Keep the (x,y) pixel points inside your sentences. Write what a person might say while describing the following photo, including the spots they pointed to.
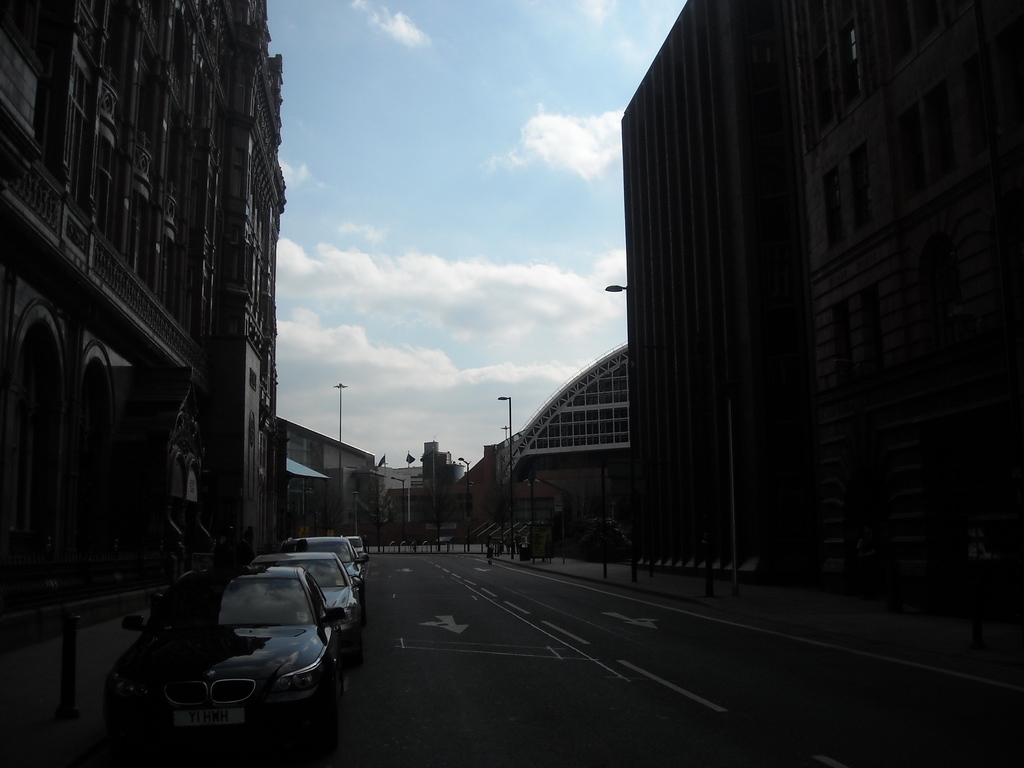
In this image on the right side (919,264) and left side (207,147) there are buildings (56,417), trees (576,518), poles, vehicles (318,596) and at the bottom (464,644) there is road (416,670). In the background (568,458) also there are some buildings (605,418), at the top of the image (442,137) there is sky (464,229).
